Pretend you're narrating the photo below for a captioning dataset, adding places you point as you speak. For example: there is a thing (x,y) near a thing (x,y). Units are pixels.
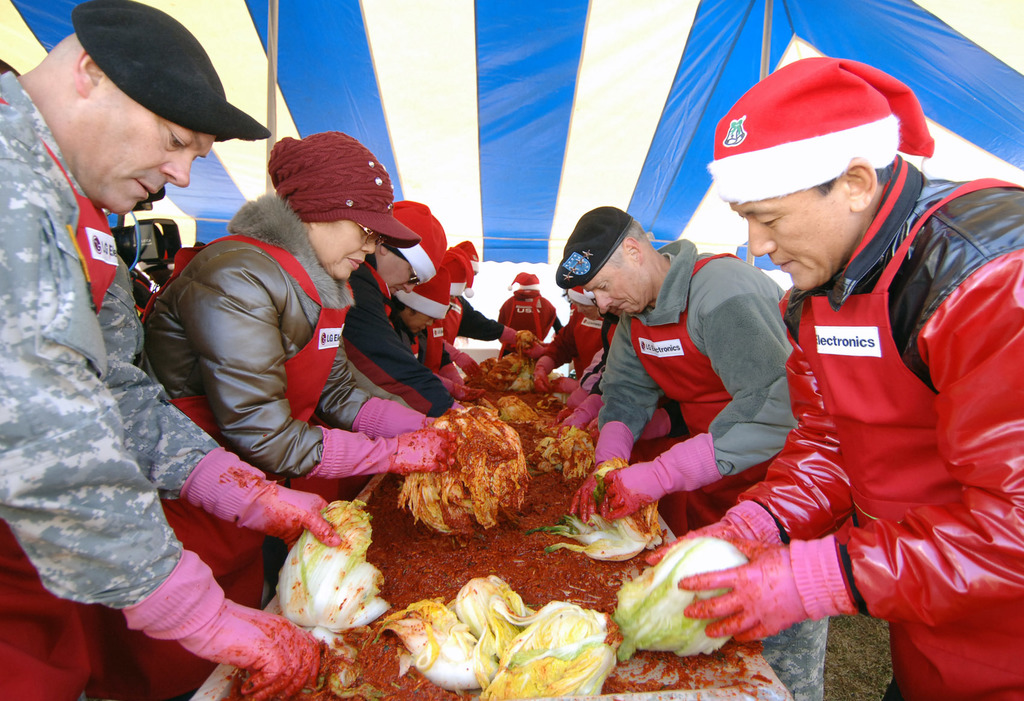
In the center of the image (668,332) we can see a few people (344,295) are standing and they are in different costumes (648,412) and we can see they are wearing caps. And we can see they are holding cabbages (463,466). In front of them, there is an object (501,633). On that object (504,589), we can see cabbages (465,587) and red chilli paste (485,544). In the background (491,156) there is a tent (580,156) and some objects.
